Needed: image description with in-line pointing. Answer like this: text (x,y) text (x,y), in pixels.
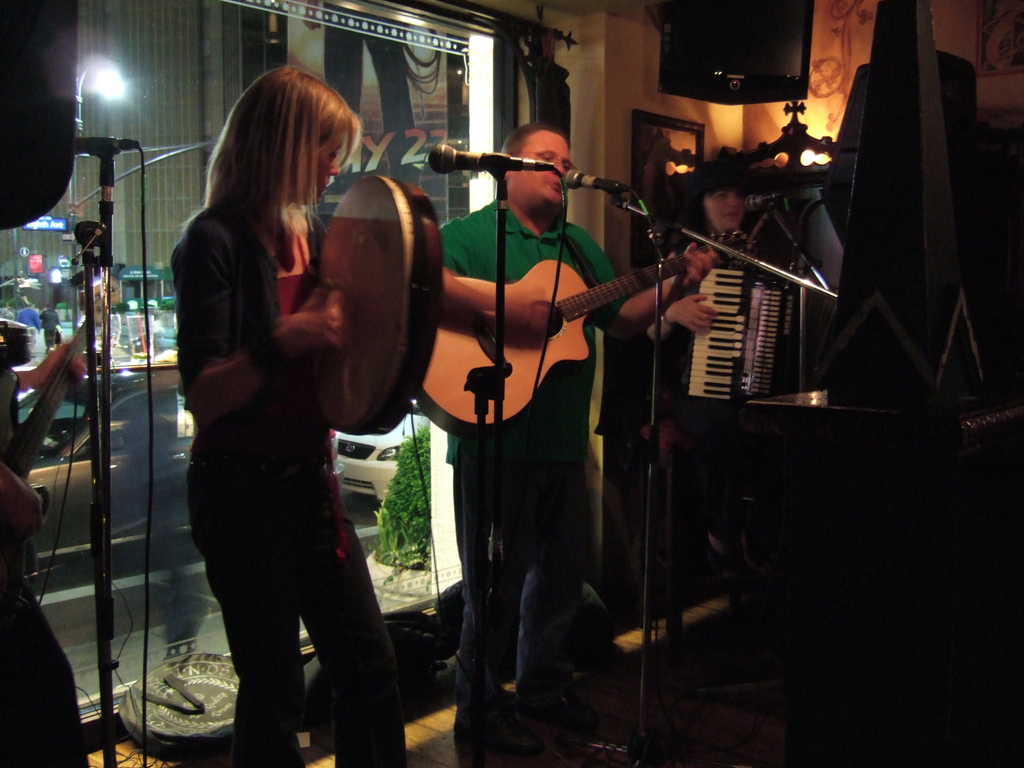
There is a man (554,155) and woman (227,479) playing guitar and drum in front of microphone (608,178) and there is an accordion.
